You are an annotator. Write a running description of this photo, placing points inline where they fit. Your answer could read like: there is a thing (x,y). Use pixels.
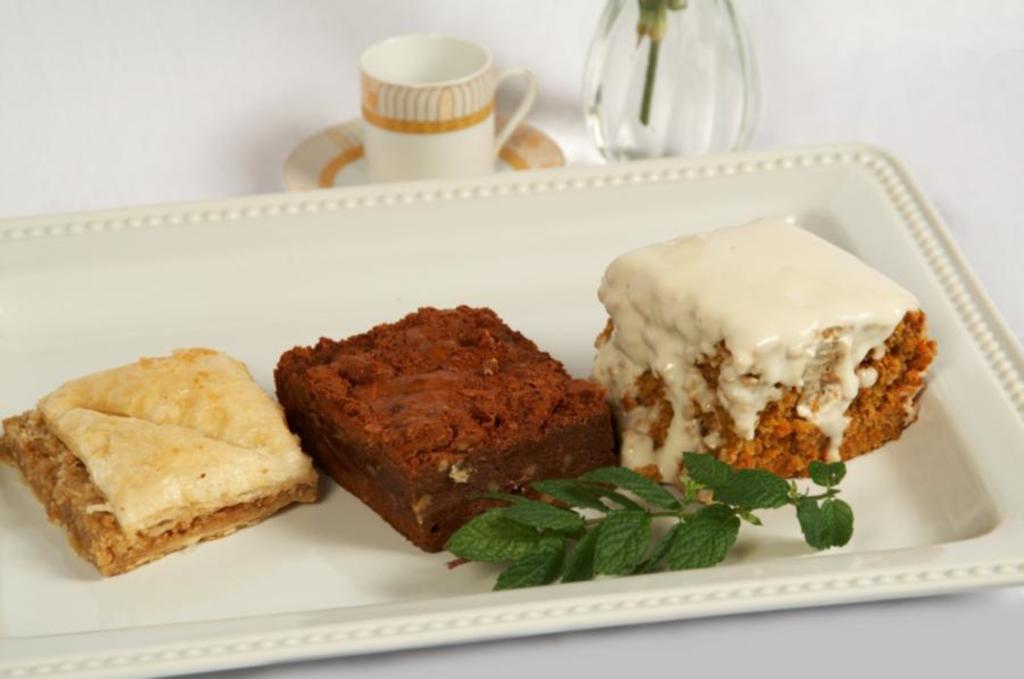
In this picture, we can some food items (105,445) on a white plate (588,212) and we can see some objects (690,44) along with white plate (94,577) are on the surface (539,650).
